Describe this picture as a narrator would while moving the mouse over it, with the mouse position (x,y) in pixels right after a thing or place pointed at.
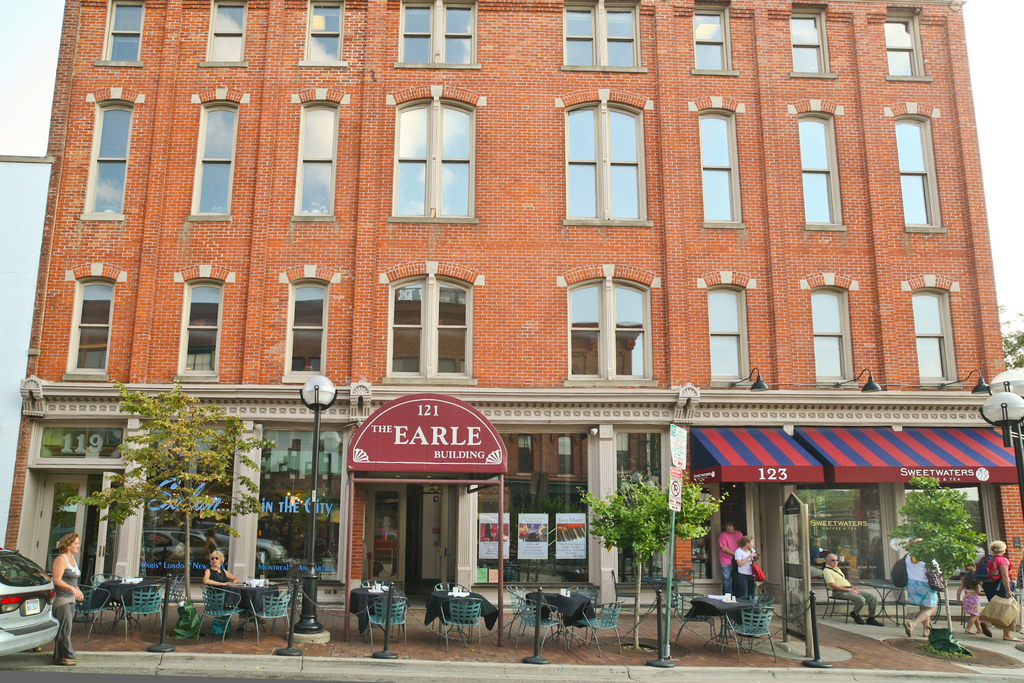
At the bottom (104,609) we can see chairs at the tables (361,620) on the floor (214,636) and there are objects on the tables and we can see few persons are sitting on the chairs (273,617) and few persons (69,645) are standing and walking on the floor (409,630). We can see trees (252,465), light poles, boards (682,465) on the poles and a car (14,597) on the left side (22,585). We can see a building (352,241), windows (633,364) and in the background (1013,278) we can see clouds (1013,278) in the sky (1023,321).
